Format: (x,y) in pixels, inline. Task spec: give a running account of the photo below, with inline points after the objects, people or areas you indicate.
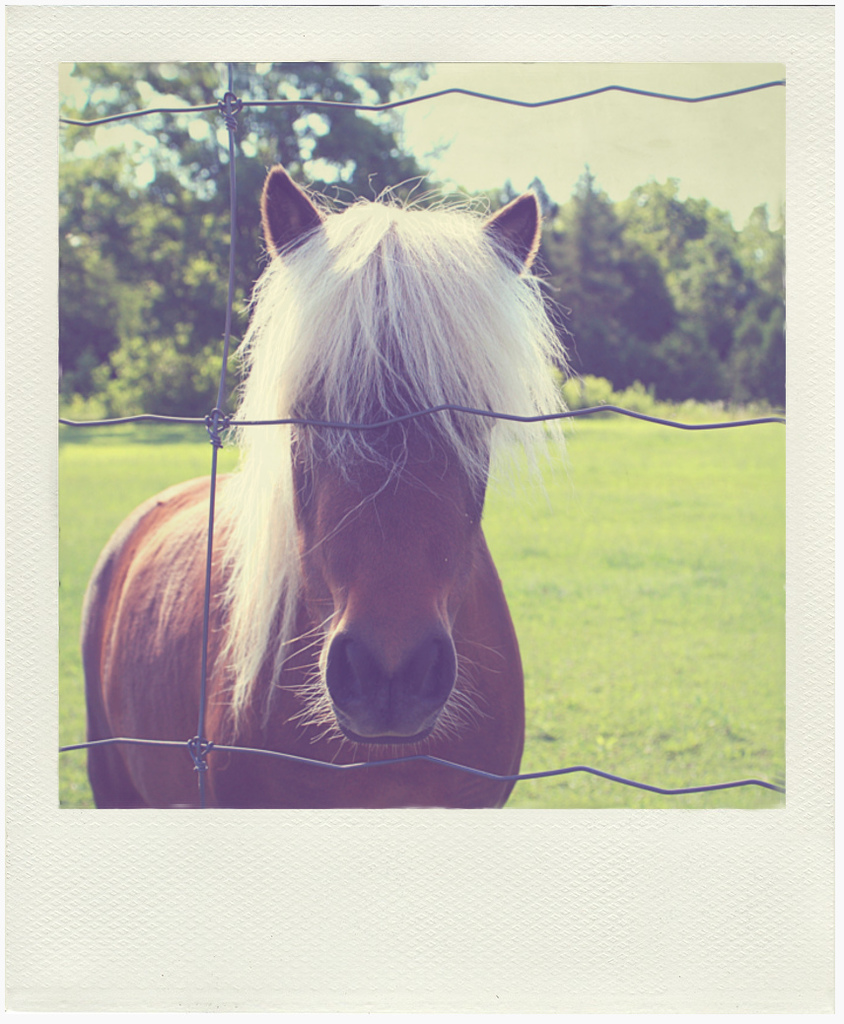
This is a horse (273,518), it is in brown color. On the back side (116,344) there are trees (583,307).
